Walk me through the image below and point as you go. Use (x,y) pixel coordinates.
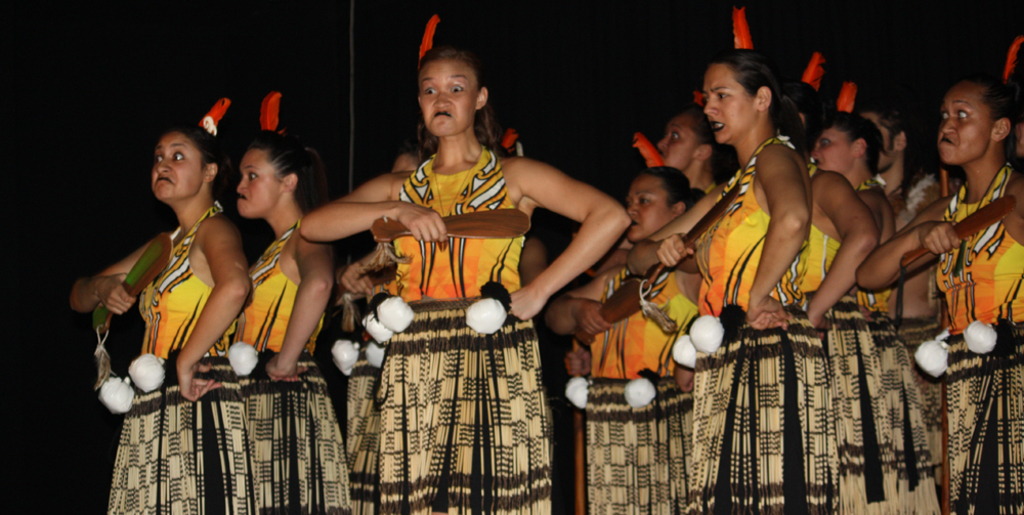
In this image we can see a group of women (669,226) wearing the costumes (706,269) standing holding the wooden sticks (637,290).
